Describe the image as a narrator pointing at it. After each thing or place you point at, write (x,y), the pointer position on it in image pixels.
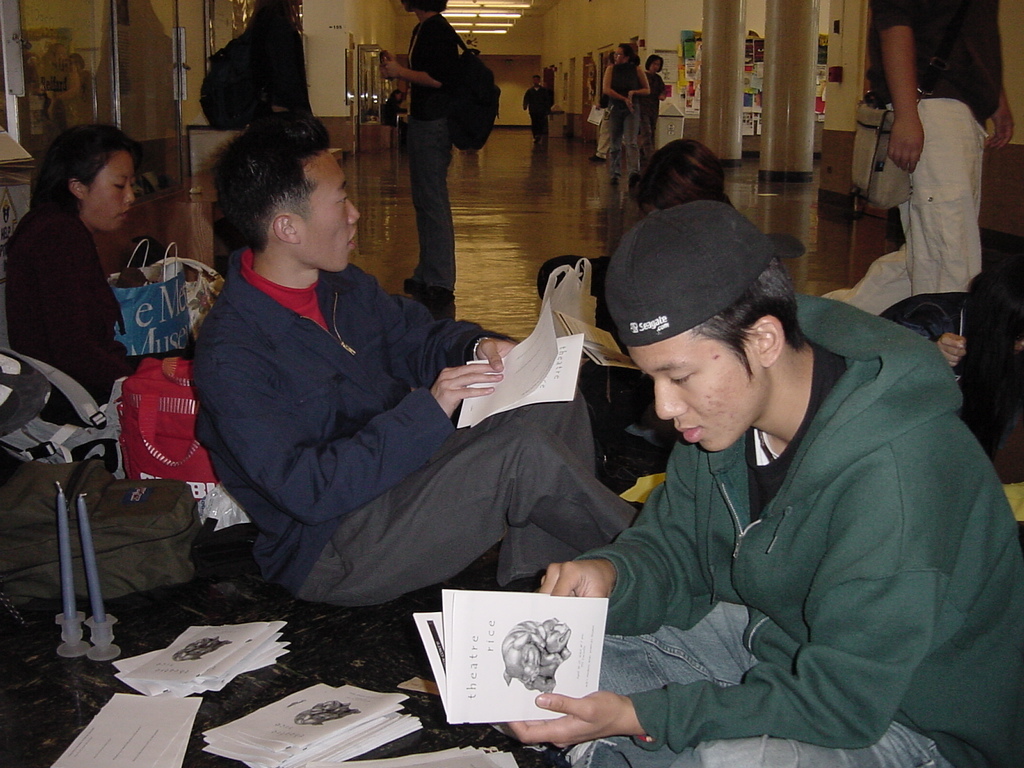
This is an inside view of a building (328,76). At the bottom of this image (407,516) I can see few people (221,333) are sitting on the floor (387,651) by holding some papers (528,651) in the hands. Along with the people (81,309) I can see few bags (108,539) on the floor (59,691). In the background (956,194) few people (279,70) are walking and I can see few frames (761,40) are attached to the walls (503,45) and pillars (772,74).
